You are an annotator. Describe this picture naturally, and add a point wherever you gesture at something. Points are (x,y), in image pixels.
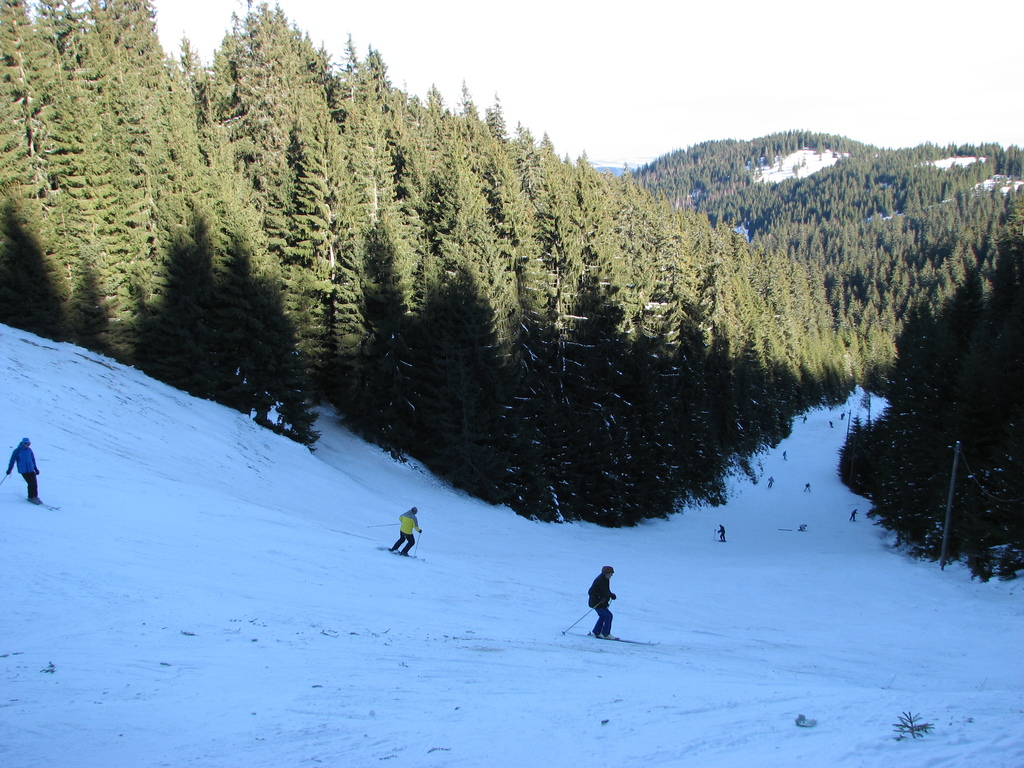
In this image I can see a person (20,449) wearing blue jacket (34,467), black pant (30,491) another person (407,536) wearing yellow jacket (407,531), black pant (400,539) and other person (603,594) wearing black color dress (602,592) are skiing on the snow (477,565). In the background (786,451) I can see few other persons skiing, number of trees (727,373) which are green in color, few mountains (798,172), some snow (808,161) and the sky (689,98).
